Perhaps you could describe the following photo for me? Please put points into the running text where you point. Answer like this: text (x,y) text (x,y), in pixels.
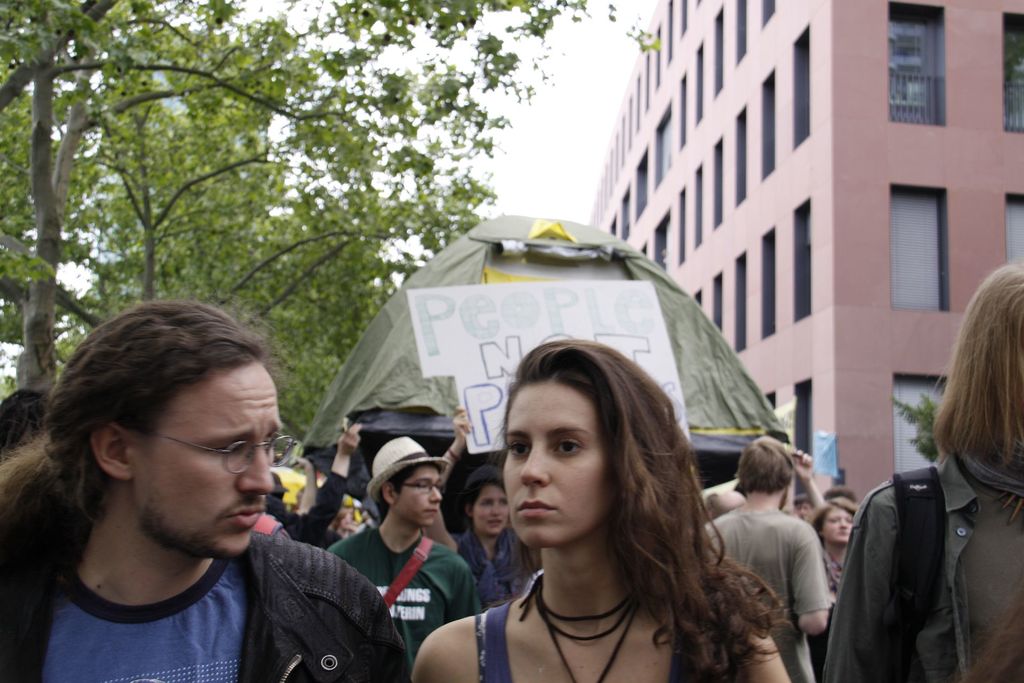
In the front of the image (475,414) I can see people (746,556), among them few people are holding a poster (571,311) and few people (787,541) are holding an object (377,366). In the background (877,404) there is a building (828,282), trees (240,77), sky (497,201) and things (829,443).
